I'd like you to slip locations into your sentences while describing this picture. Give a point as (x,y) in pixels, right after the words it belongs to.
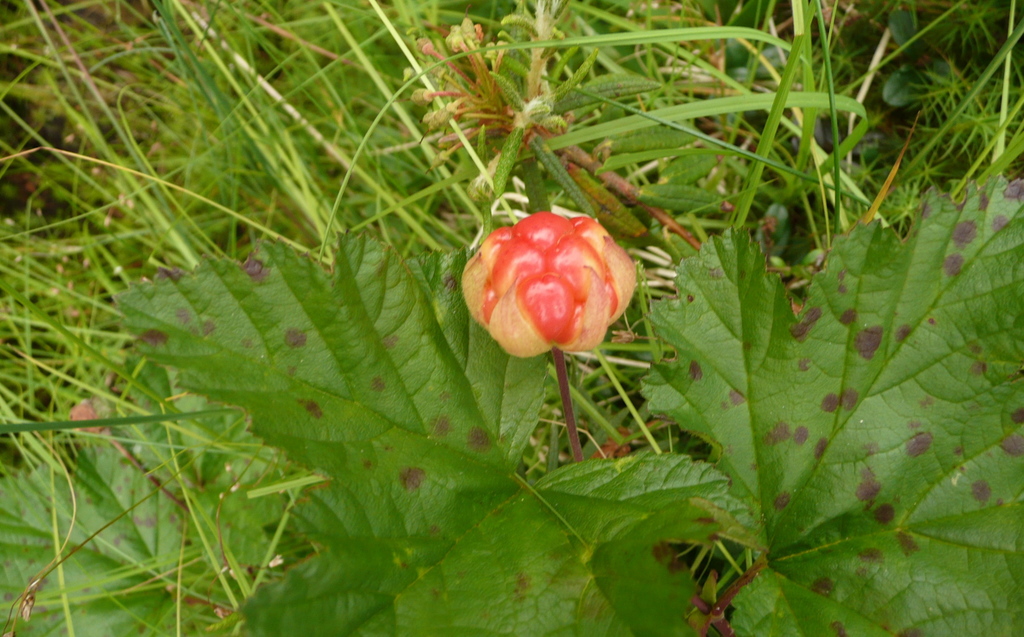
In this image there are some plants (645,274), and there is a fruit (540,275) in the center (544,317).
